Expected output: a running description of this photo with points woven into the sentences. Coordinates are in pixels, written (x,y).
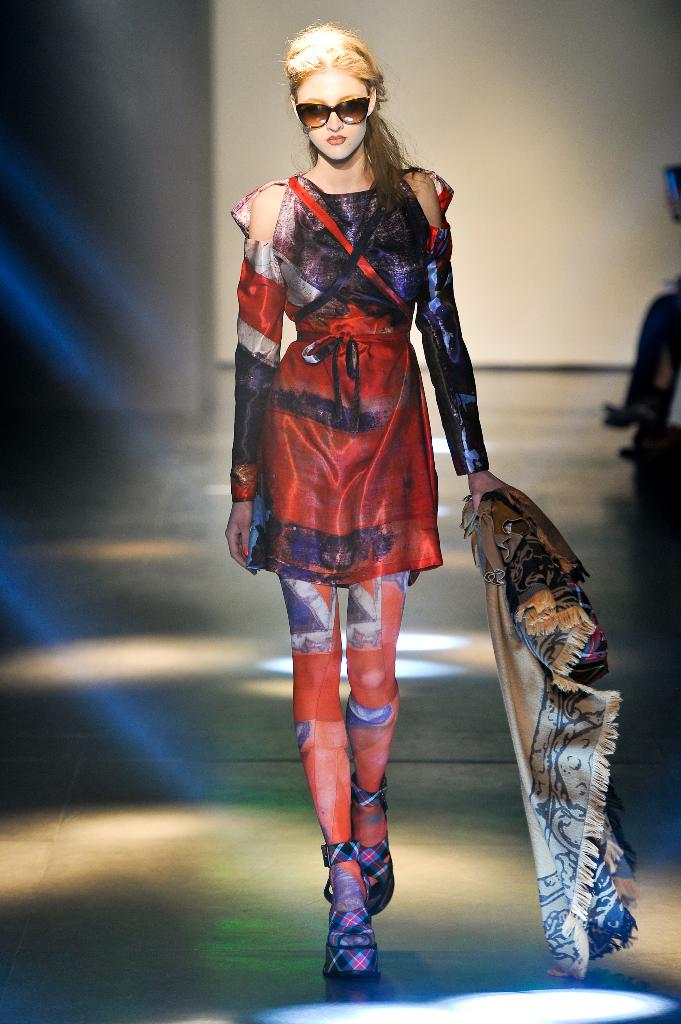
This image is taken indoors. At the bottom of the image (395,810) there is a floor (183,764). In the background (468,208) there is a wall (472,185). In the middle of the image (308,583) a girl (298,117) is walking on the floor (397,787) and she is holding a scarf (513,605) in her hand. On the right side of the image (669,323) there are a few people (634,407).
